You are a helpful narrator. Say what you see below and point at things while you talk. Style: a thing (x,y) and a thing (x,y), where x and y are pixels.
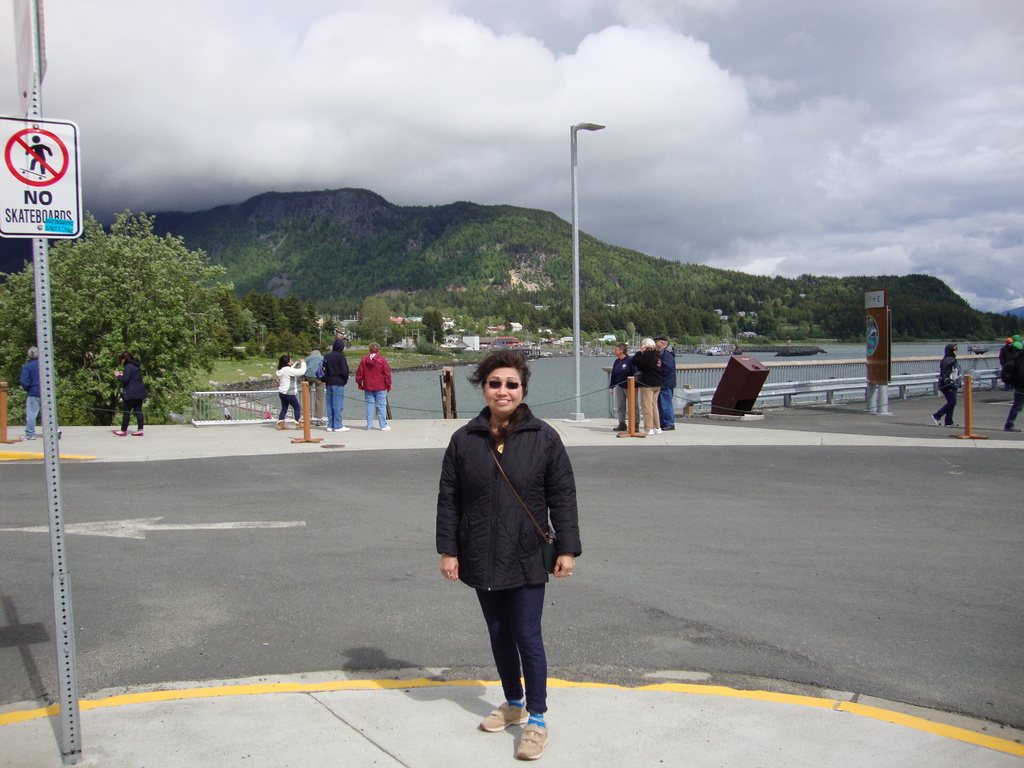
The girl (481,470) in the black jacket (525,480) who is wearing goggles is standing on the footpath (488,689). Beside her, we see a pole (36,110) and a caution board (44,227). Behind her, we see people (369,403) standing on the footpath (873,416). Beside them, we see an iron railing (610,370) and poles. Behind them, we see water (565,404) and this water (691,359) might be in the river (549,371). There are trees (196,281) and buildings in the background (336,277). At the top of the picture (557,194), we see the sky (690,231).
